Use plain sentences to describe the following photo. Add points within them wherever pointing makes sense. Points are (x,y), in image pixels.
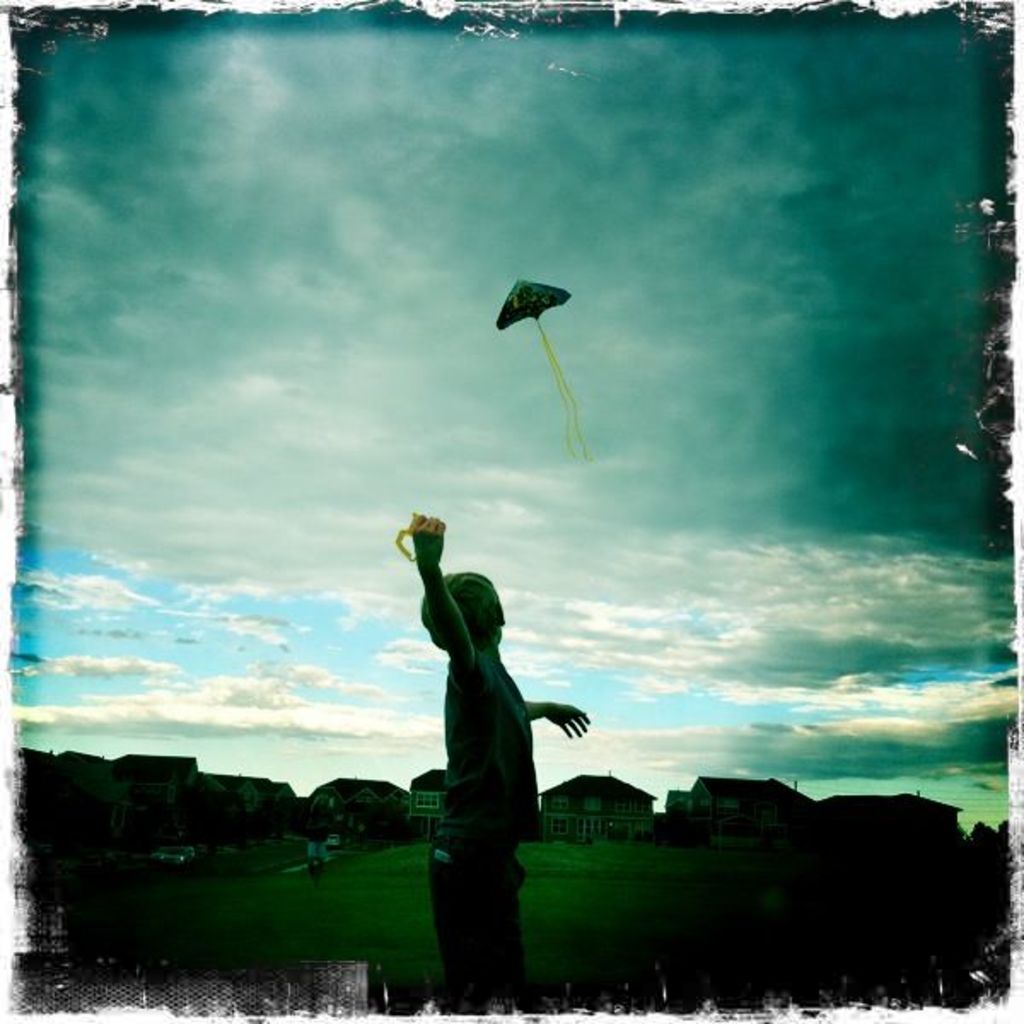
In this picture we can see a boy (466,980) standing, buildings (137,788) with windows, grass (362,899) and in the background (259,742) we can see a kite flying in the sky (349,147) with clouds (645,656).
